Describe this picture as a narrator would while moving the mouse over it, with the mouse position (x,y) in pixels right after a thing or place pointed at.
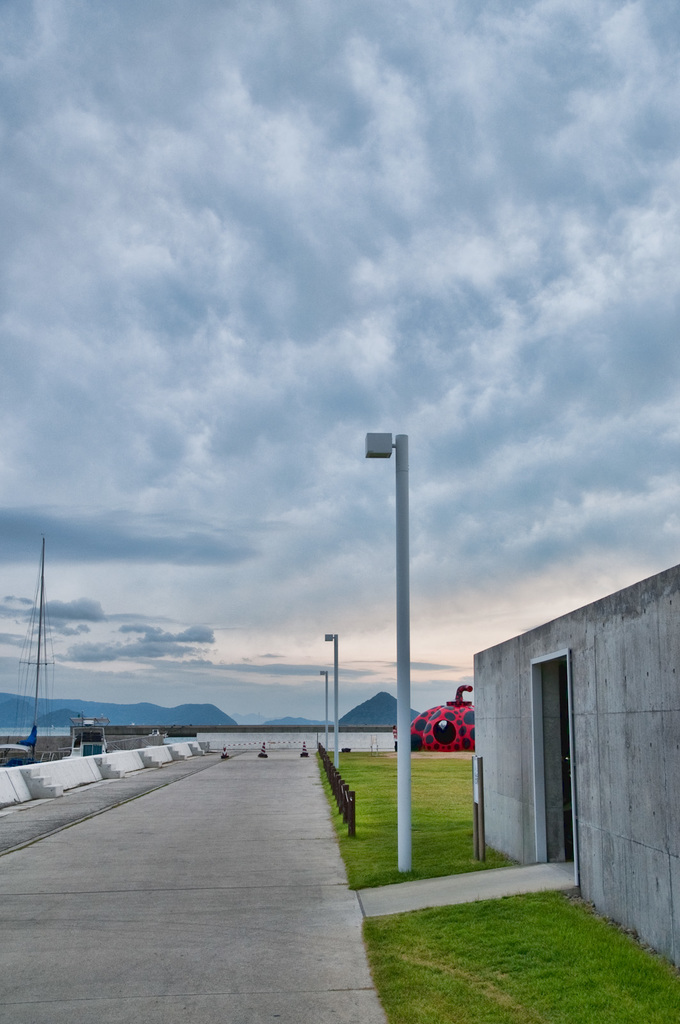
In this image I can see few poles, few wires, grass (377,835), a red colour thing (456,741) over there and in the background (159,687) I can see clouds (347,187) and the sky (347,316).
